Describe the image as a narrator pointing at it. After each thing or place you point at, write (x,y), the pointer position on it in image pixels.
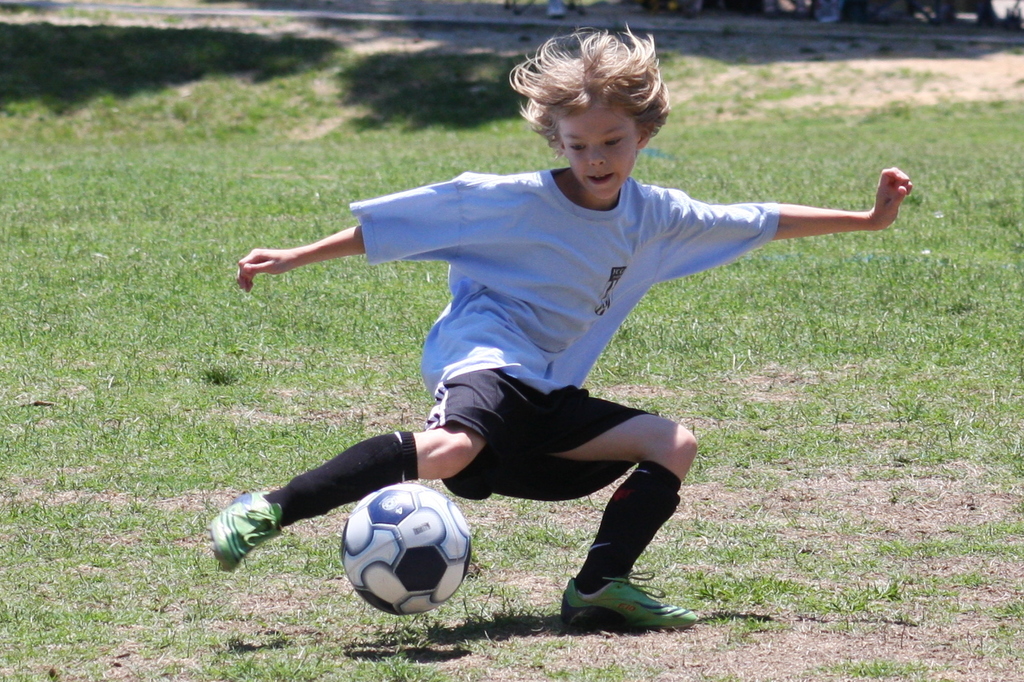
In this picture there is a boy (511,401) who is playing a football with a ball (427,494). There is some grass (135,278) on the ground (899,310).
